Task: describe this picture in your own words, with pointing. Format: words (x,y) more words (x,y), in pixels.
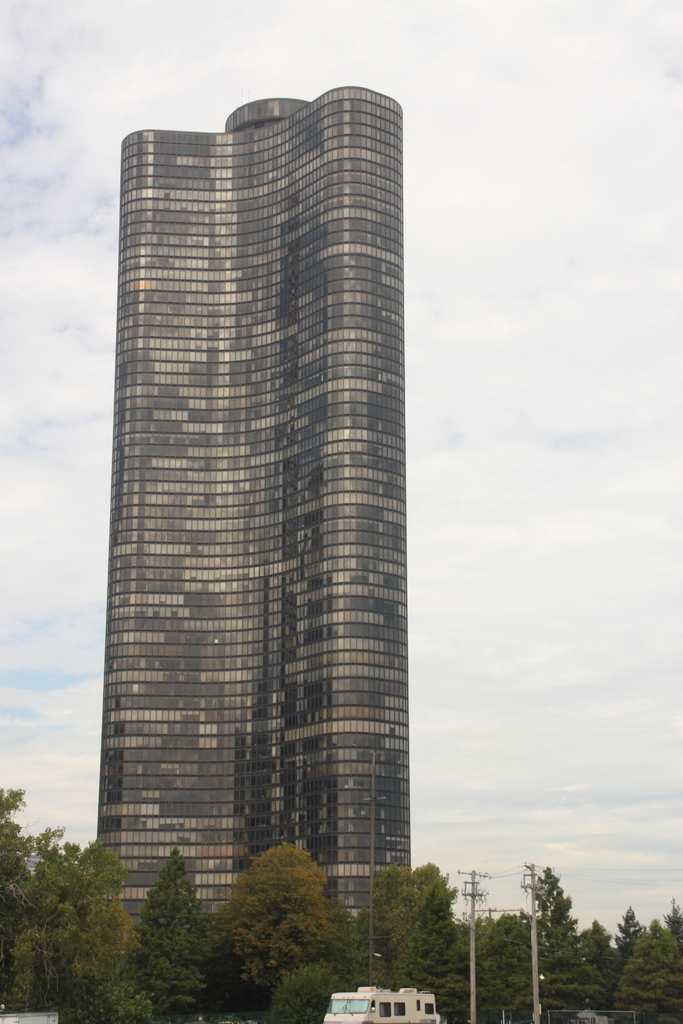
At the bottom of the picture (365,999), we see a white vehicle (379,1003). Behind that, we see the trees (329,933) and the electric poles (474,951). In the middle of the picture (316,517), we see a building (375,515). In the background (583,77), we see the sky (541,466).
